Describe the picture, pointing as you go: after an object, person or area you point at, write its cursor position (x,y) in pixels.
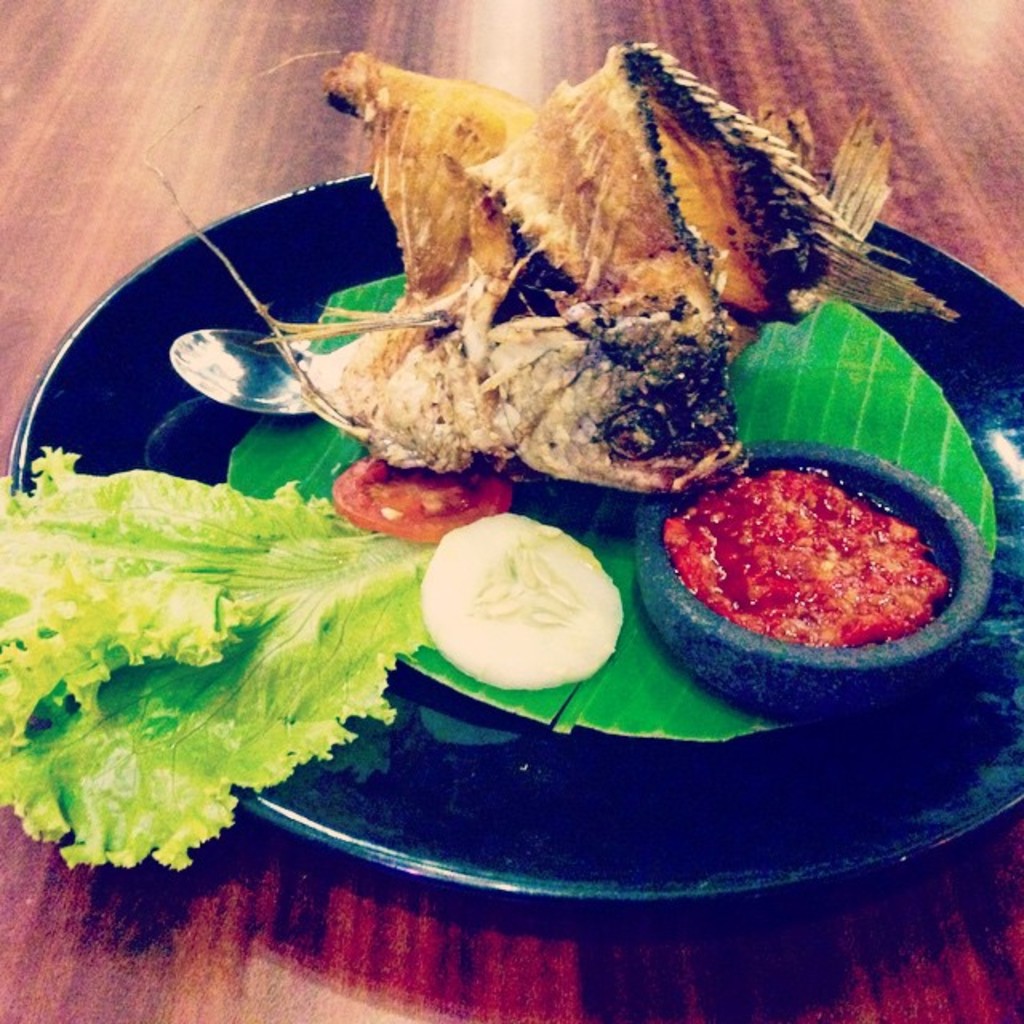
In this image there is a table (838,52) and we can see a plate (466,760) containing food (636,198) and a bowl (784,683) placed on the table (565,973).
